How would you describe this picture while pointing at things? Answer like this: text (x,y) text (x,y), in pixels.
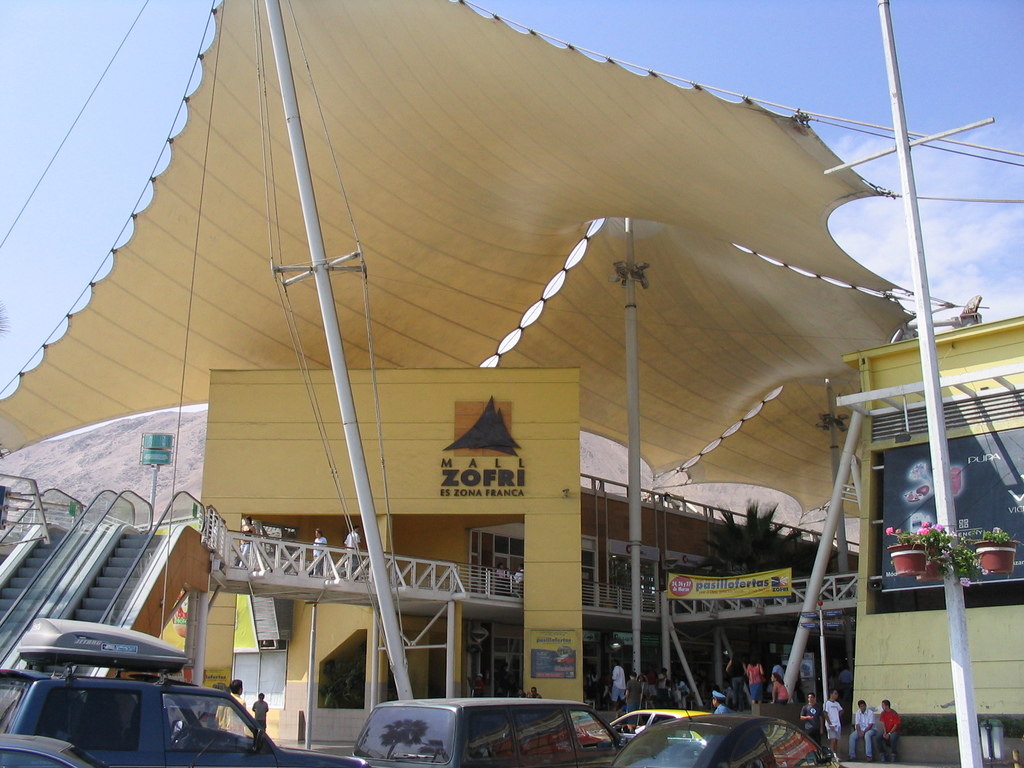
In this image we can see buildings (586,601) with windows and names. Also there are poles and rods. And there is a tent (434,280). There are name boards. At the bottom (121,739) there are vehicles (586,727). And there are many people (758,691). And there are pots (995,547) with plants (937,545) on a pole (948,583). And there is sky (138,171) with clouds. And there are escalators (105,615).
